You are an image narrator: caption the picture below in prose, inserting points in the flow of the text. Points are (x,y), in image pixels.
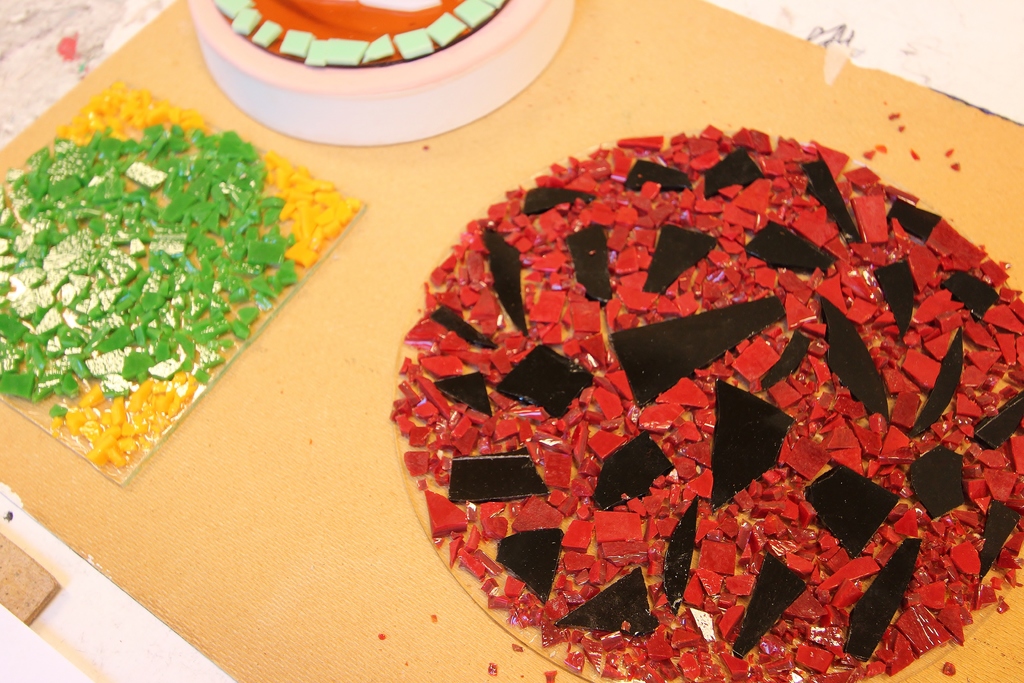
Here in this picture we can see some glass pieces (579,323) and some other items (472,3) present on a table (348,275).
